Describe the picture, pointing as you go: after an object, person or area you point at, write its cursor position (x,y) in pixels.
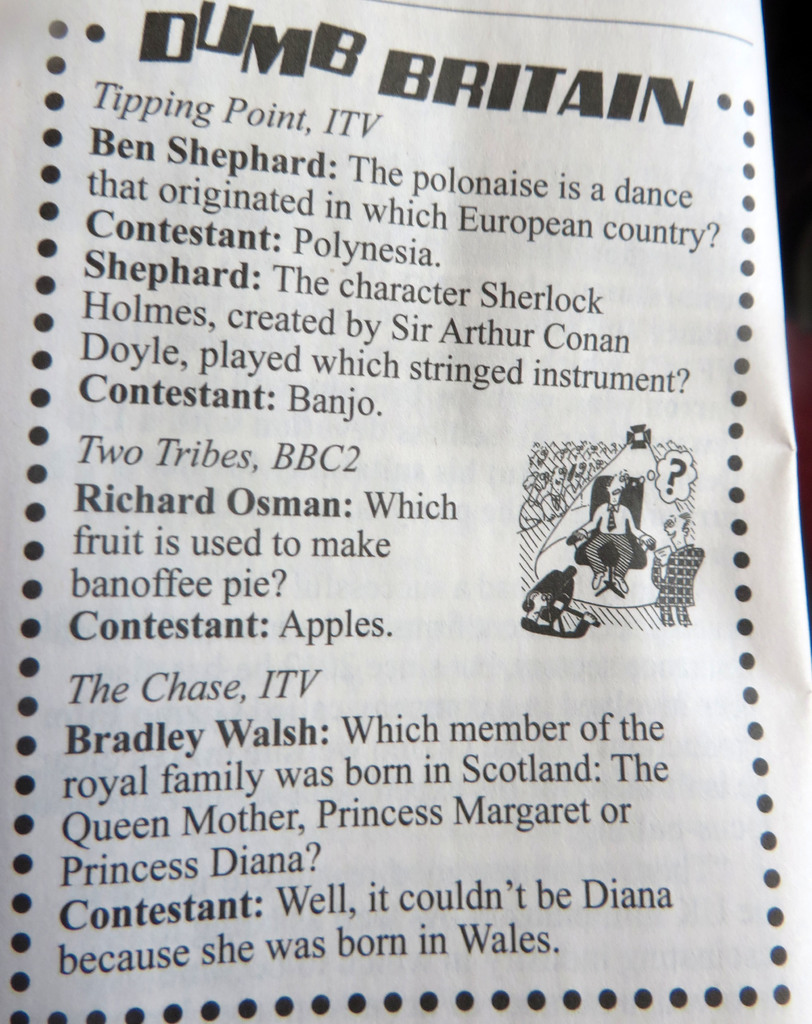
In this image I can see a paper (471,389) which is white in color and on it I can see few words (339,360) written with black color and a sketch (597,480) of a person (611,493) sitting on a chair (638,560). I can see the black colored background (778,32).
